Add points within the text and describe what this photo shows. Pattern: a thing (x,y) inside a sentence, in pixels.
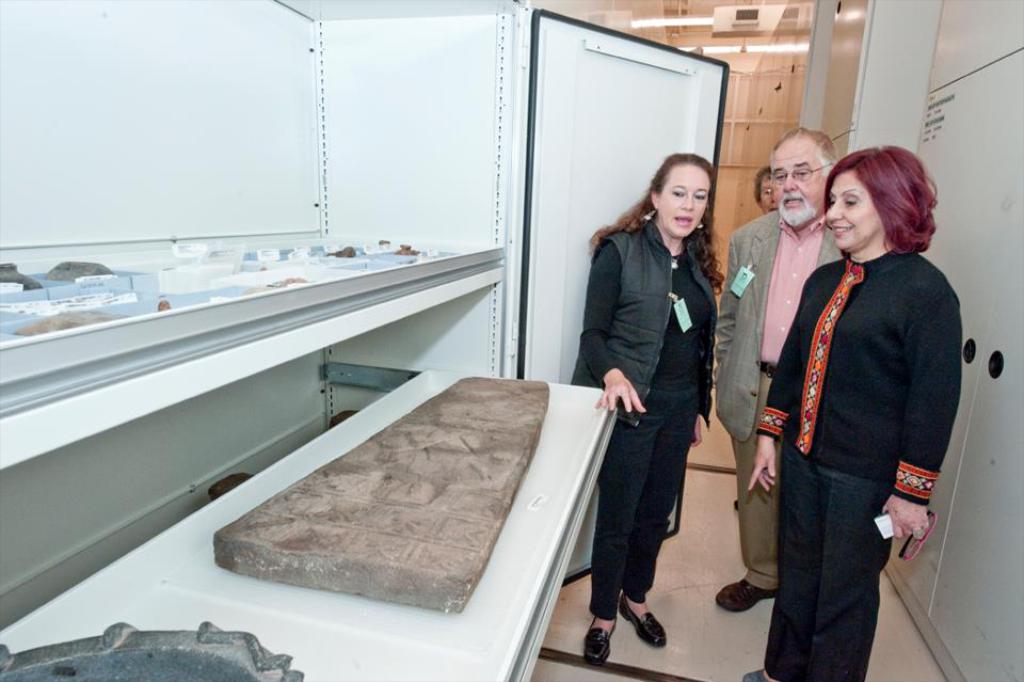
In this picture we can see four persons (803,348) are standing on the right side (705,284), on the left side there is a stone (432,564), we can see lights (716,51) at the top of the picture (694,21).
